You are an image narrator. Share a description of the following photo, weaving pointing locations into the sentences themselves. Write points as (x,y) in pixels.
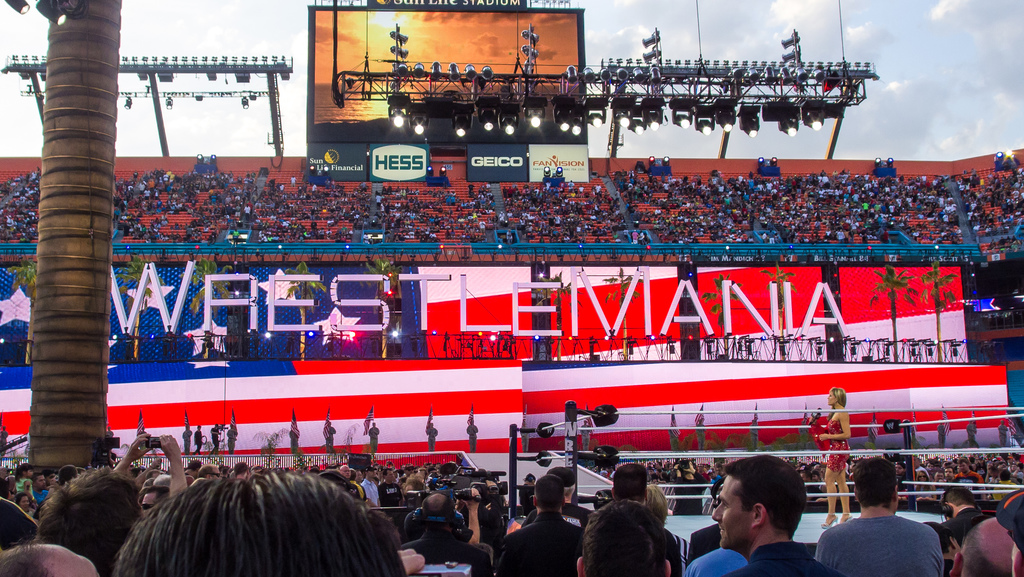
On the left side (51,197) there is a pillar (58,333). Many people (285,498) are standing. Some are holding cameras (451,499). And there is something written in the back (650,312). There are many people (338,204) sitting on the stadium (785,239). There are stands (517,90) with boards (481,157). In the back (462,47) there is a screen (348,119). There are some image (440,58) on that. Near to that there are some banners (498,160). And a lady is standing on a stage (821,518). Around that there are ropes (937,450). In the background (913,71) there is sky (879,96).
